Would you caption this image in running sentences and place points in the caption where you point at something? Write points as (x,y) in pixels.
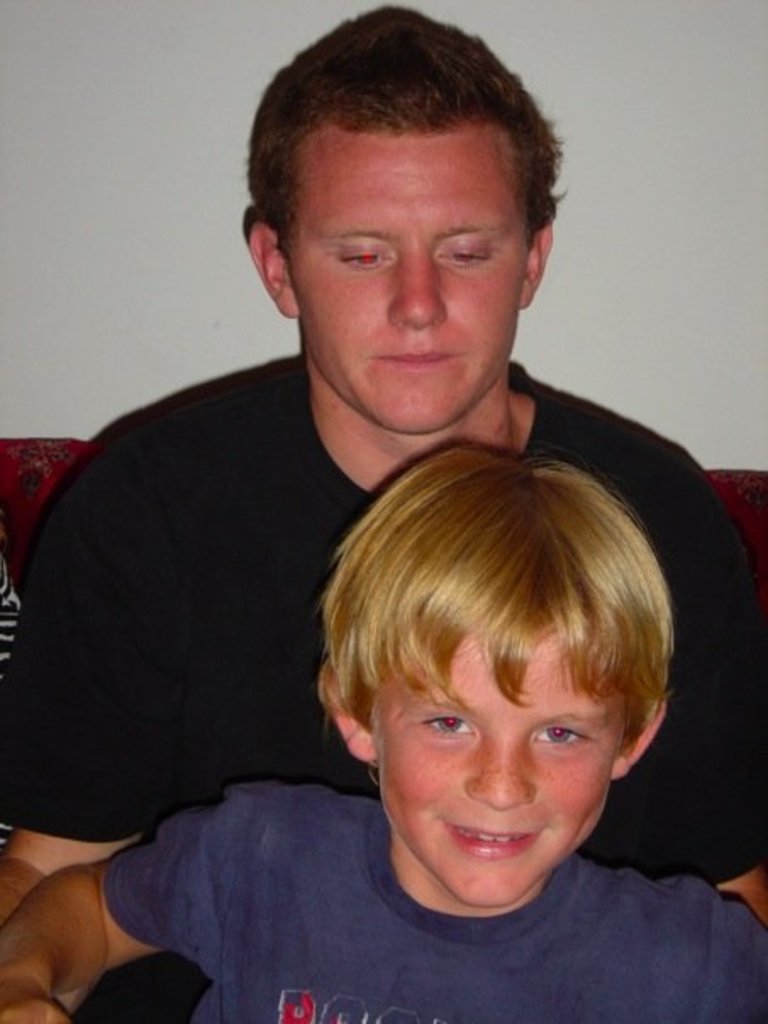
In this image I can see a kid (467,682) and a man (323,268). The man (304,526) is wearing a black color t-shirt (284,551). In the background (169,25) I can see a wall (544,86).
